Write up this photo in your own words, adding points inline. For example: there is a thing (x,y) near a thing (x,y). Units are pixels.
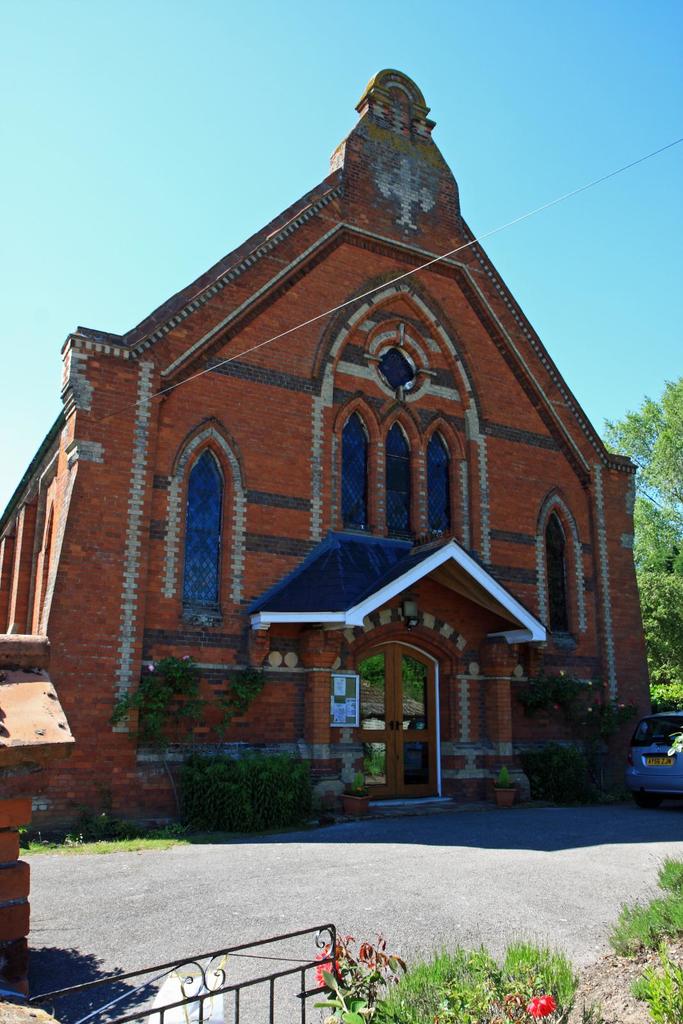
In this image there is a road (627,836), on that road (652,817) there is a car (660,786), in the background (231,312) there is a church (444,248) for that church (397,729) there is a door (393,740), in the background (662,554) there are trees (644,563) and the sky (247,121), beside the road (637,829) there are plants (441,978) and a gate (149,970).
